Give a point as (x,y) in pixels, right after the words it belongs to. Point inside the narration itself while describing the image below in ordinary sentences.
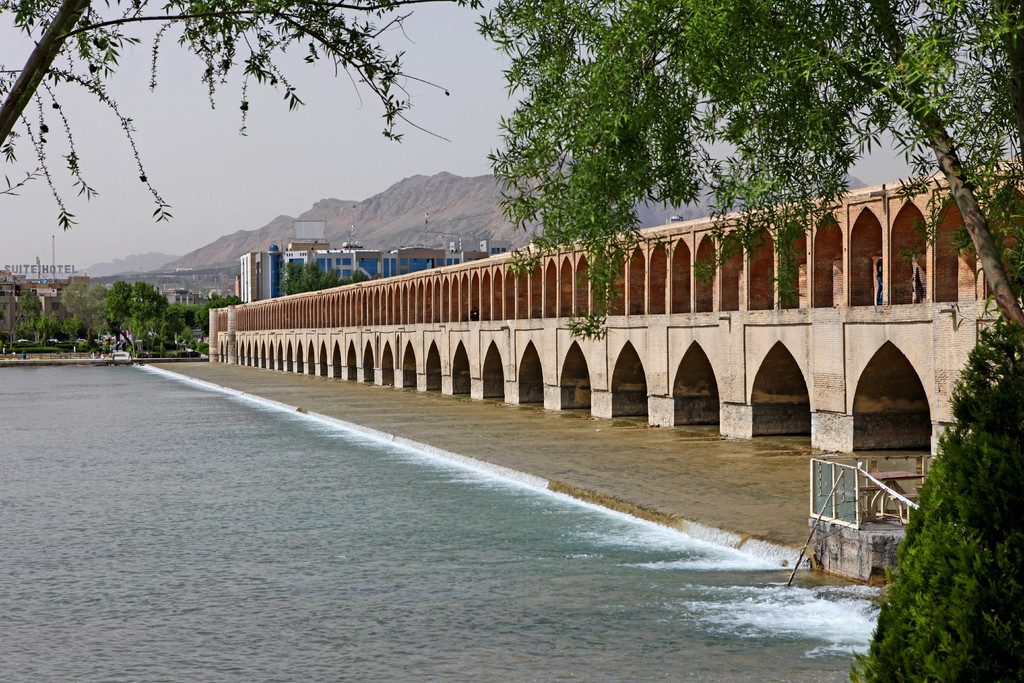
This is the picture of a place where we have a river (11,481), bridge (350,344) and also we can see some trees (1021,27), plants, buildings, houses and some trees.
